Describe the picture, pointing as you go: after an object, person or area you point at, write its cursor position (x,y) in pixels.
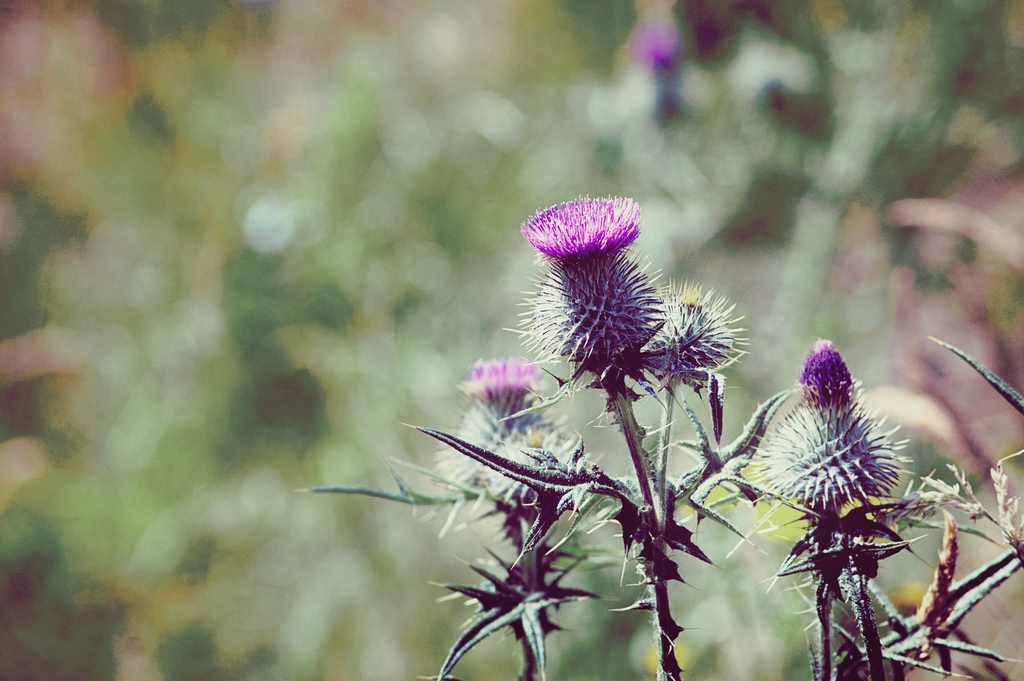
In this image, I can see the plants (834,586) named as spear thistle (816,558). These plants (614,361) have flowers (577,246), which are violet in color. The background (796,176) looks blurry.
